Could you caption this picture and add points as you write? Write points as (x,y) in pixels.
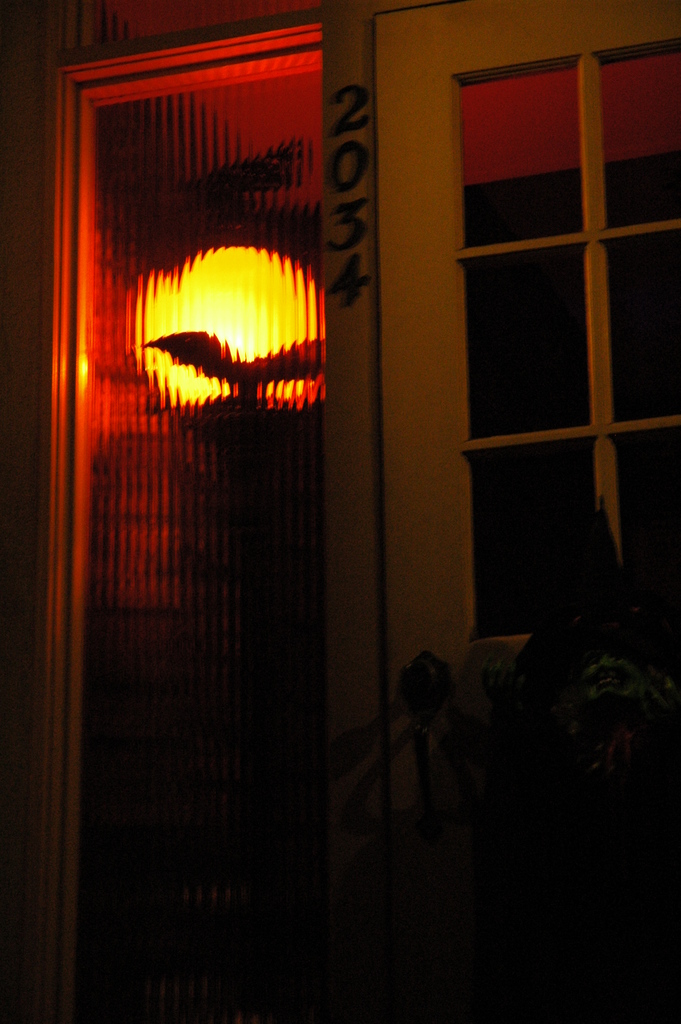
In this image there is a glass door (224,544), behind the glass door (267,356) there is a lamp (165,310).
